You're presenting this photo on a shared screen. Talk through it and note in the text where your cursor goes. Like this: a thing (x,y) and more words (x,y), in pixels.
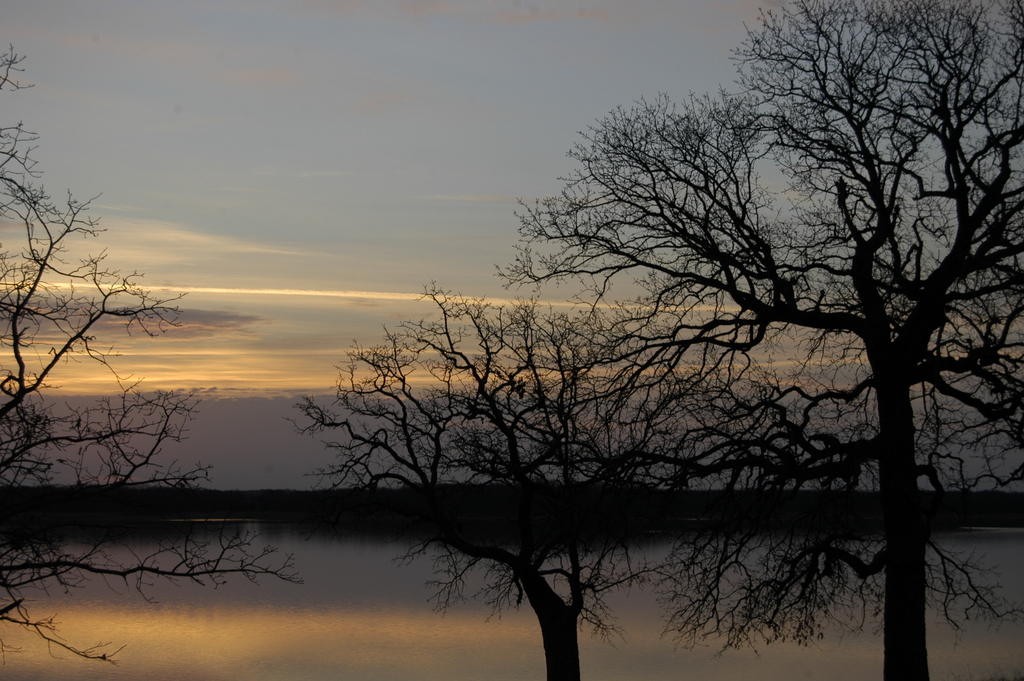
In this picture there are trees (731,290) in the image, it seems to be there is water (409,610) at the bottom side of the image (632,613), it seems to be there is greenery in the background area of the image (478,516).
